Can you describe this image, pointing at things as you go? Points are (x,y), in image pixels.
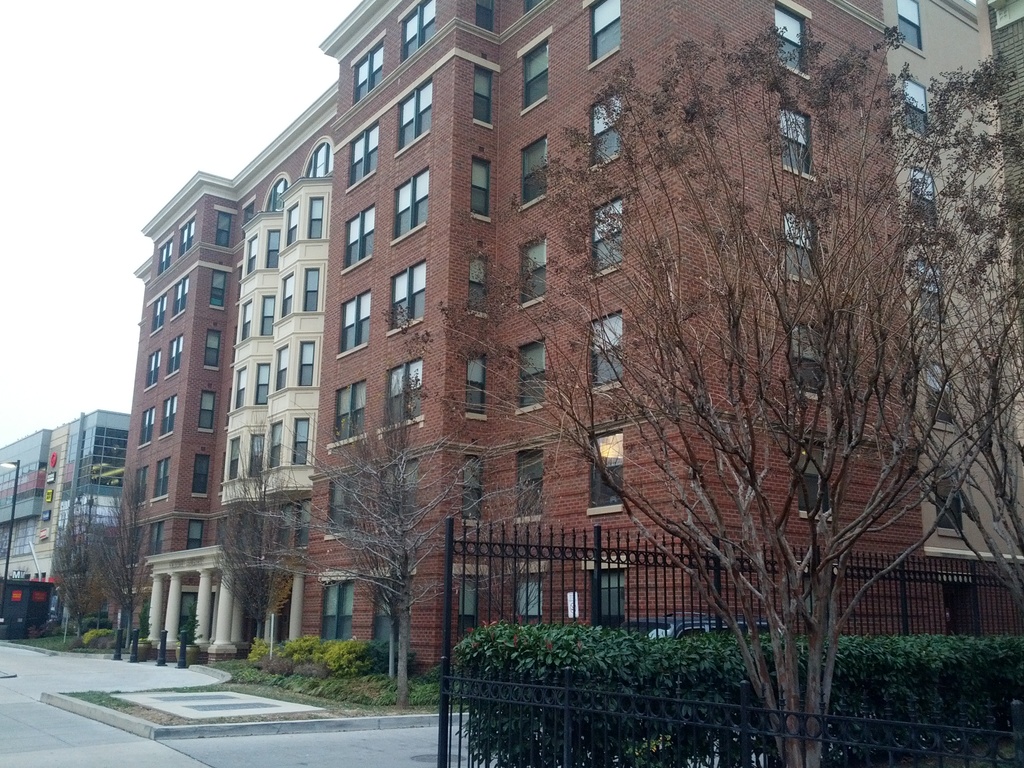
In this image we can see a group of buildings (421,643), trees (259,533), plants (737,656) and fencing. In the top left (52,88), we can see the sky (72,92).
